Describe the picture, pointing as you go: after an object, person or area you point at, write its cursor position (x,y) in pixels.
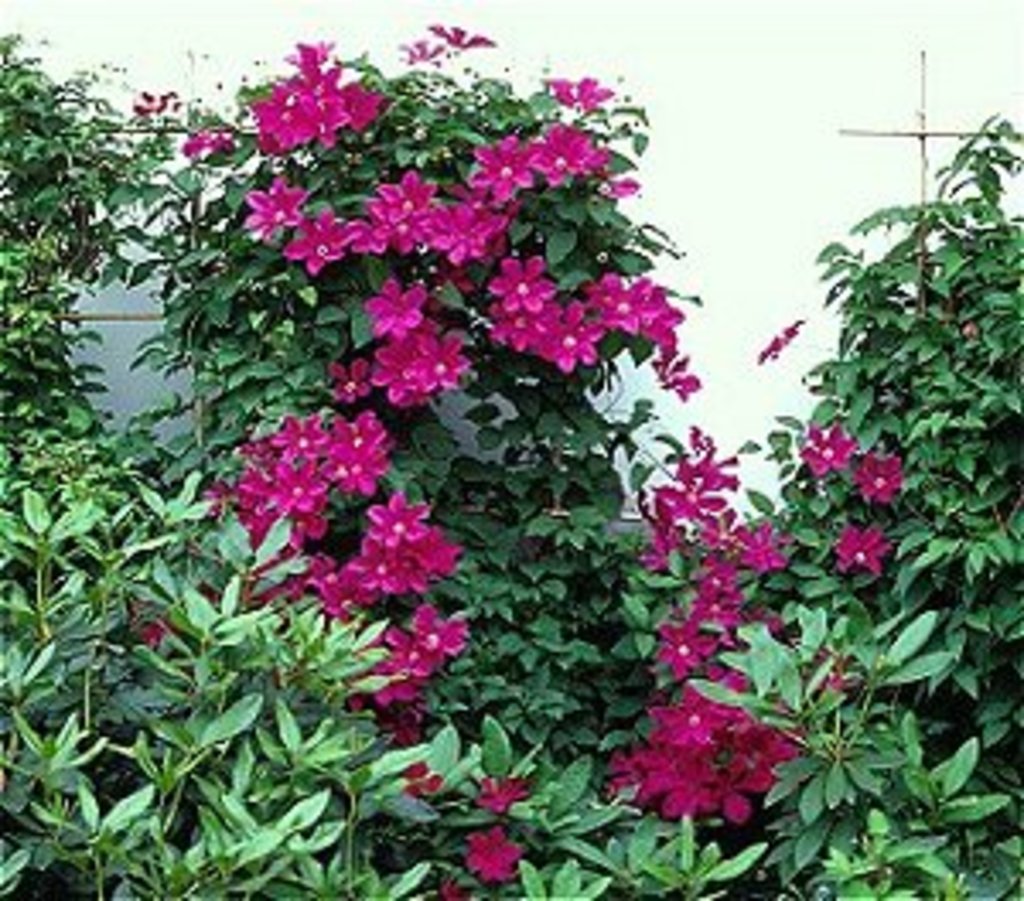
In this picture we can see the flowers (428,611), leaves (465,617) and stems (791,735). Background (965,60) portion of the picture is blurry and few objects (107,371) are visible.
